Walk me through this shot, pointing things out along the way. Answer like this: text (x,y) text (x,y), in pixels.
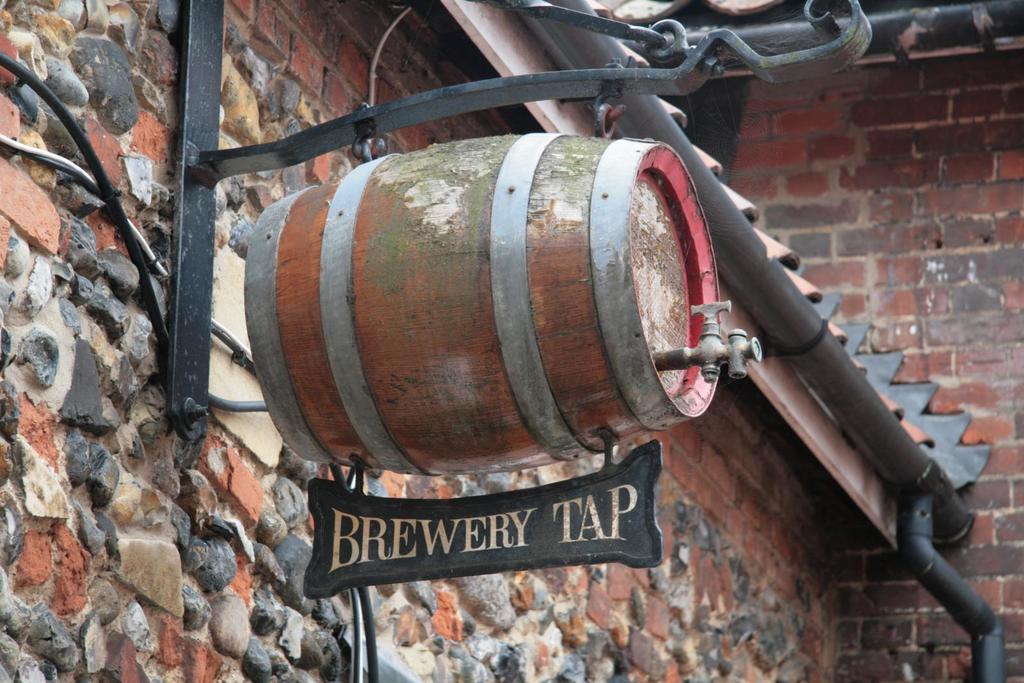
In this image we can see one name plate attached to the barrel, two walls (435,651), some objects (164,346) attached to the rock wall (150,343), one pipe (988,654) attached to the wall (834,262), one barrel (396,375) with a tap (739,357) and iron rod (362,131) attached to the wall (131,514).
